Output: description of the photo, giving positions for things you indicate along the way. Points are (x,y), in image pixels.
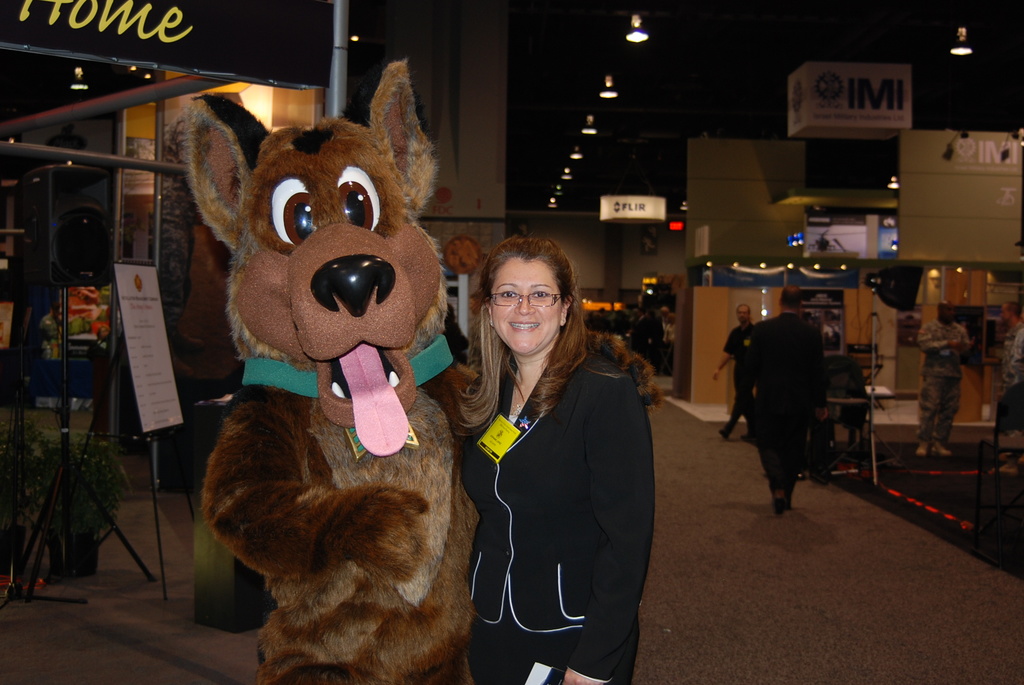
In this image we can see a group of people (527,379) standing on the floor (692,658). One man (383,466) is wearing a costume (349,410). One woman (515,373) is holding a book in her hand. On the left side of the image (143,372) we can see a board (146,391) with some text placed on a stand (163,573), plants (41,480) in pots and some metal poles (120,193). At the right side of the image (843,436) we can see some objects (854,453) placed on the floor (20,653), a light box (900,281) placed on a stand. At the top of the image (588,128) we can see some lights (639,17).
